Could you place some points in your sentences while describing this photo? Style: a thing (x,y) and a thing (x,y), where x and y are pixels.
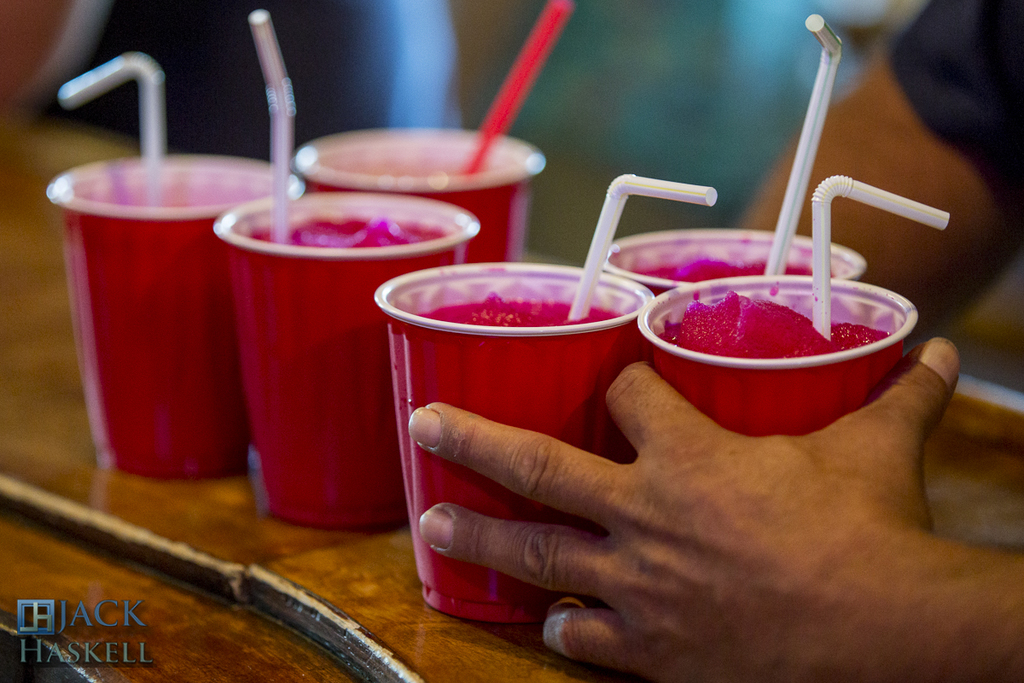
In this image we can see sorbets (297,235) in the disposable tumblers (507,345) along with straws (162,164) placed on the table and a person (591,562) holding them.
